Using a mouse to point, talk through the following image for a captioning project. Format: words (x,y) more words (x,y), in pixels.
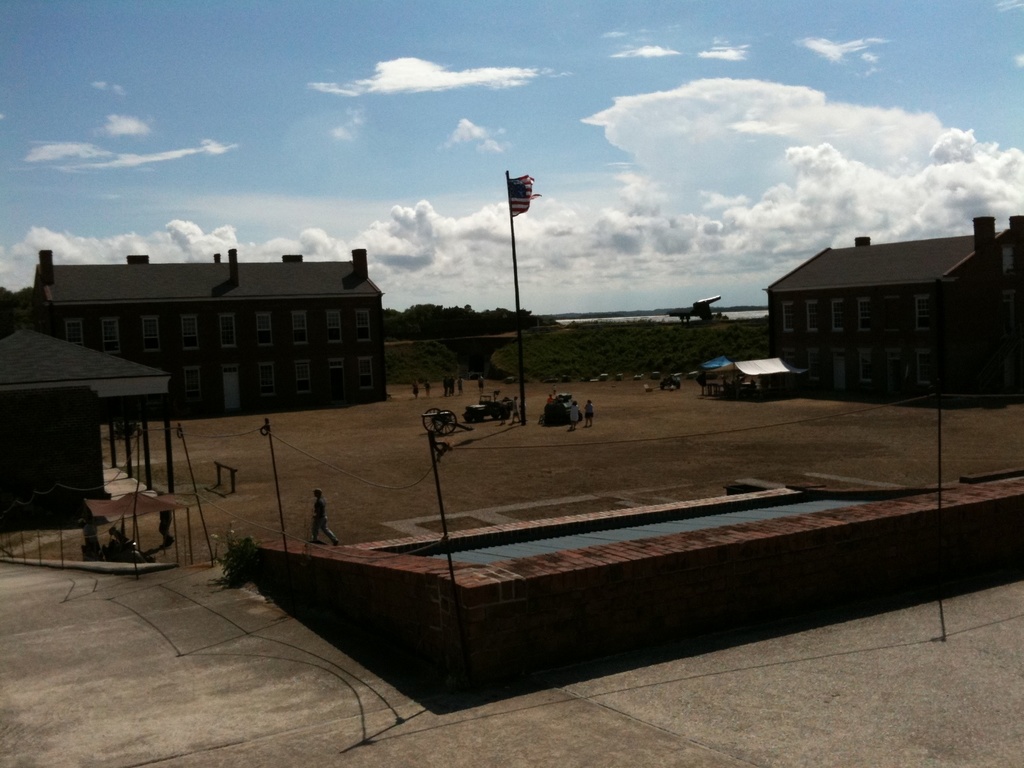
In this image there are poles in the center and there are persons (322,510) there is a flag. In the background (317,364) there are buildings (807,336), trees (394,313), and the sky (687,134) is cloudy.
